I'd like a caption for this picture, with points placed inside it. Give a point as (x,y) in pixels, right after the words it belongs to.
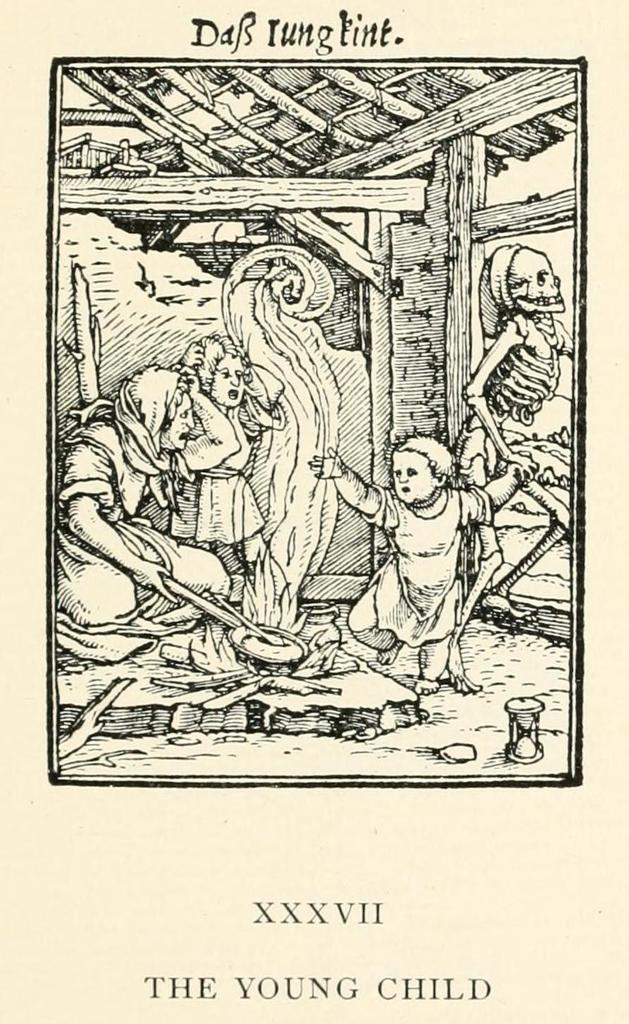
It is a sketch picture in this. Left side (206,584) a woman (120,492) is cooking on the fire (287,571) and in the background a little girl (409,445) is standing.
